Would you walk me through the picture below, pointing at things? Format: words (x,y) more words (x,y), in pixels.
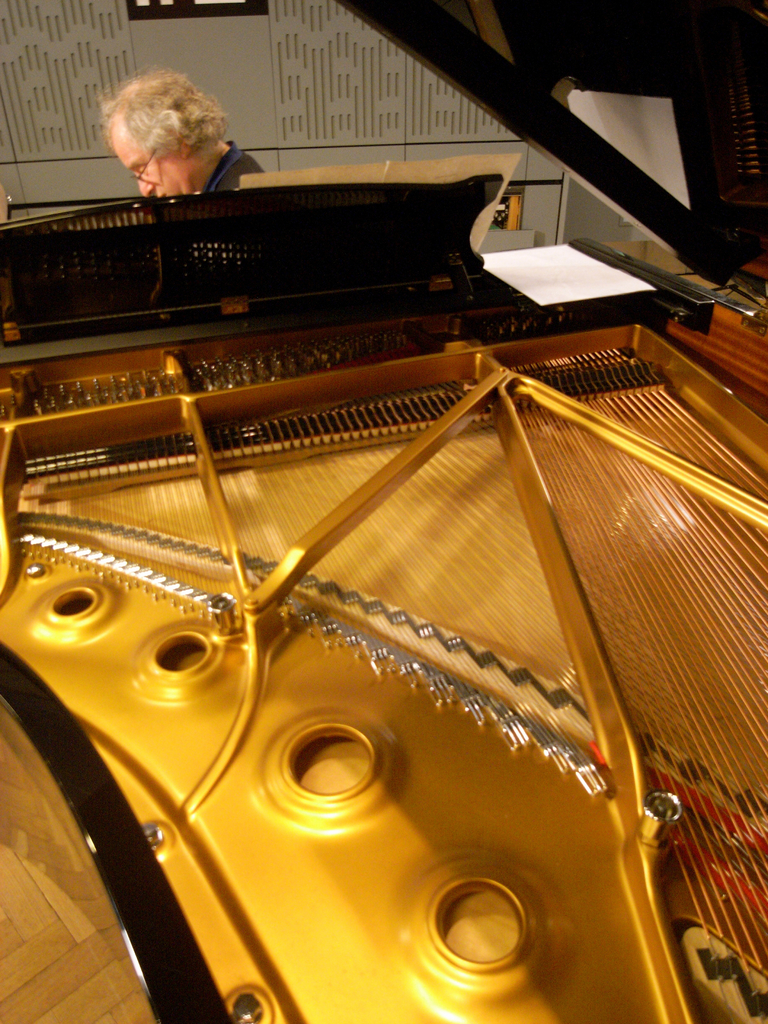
in this picture we see a man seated and a paper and an instrument (657,679).
